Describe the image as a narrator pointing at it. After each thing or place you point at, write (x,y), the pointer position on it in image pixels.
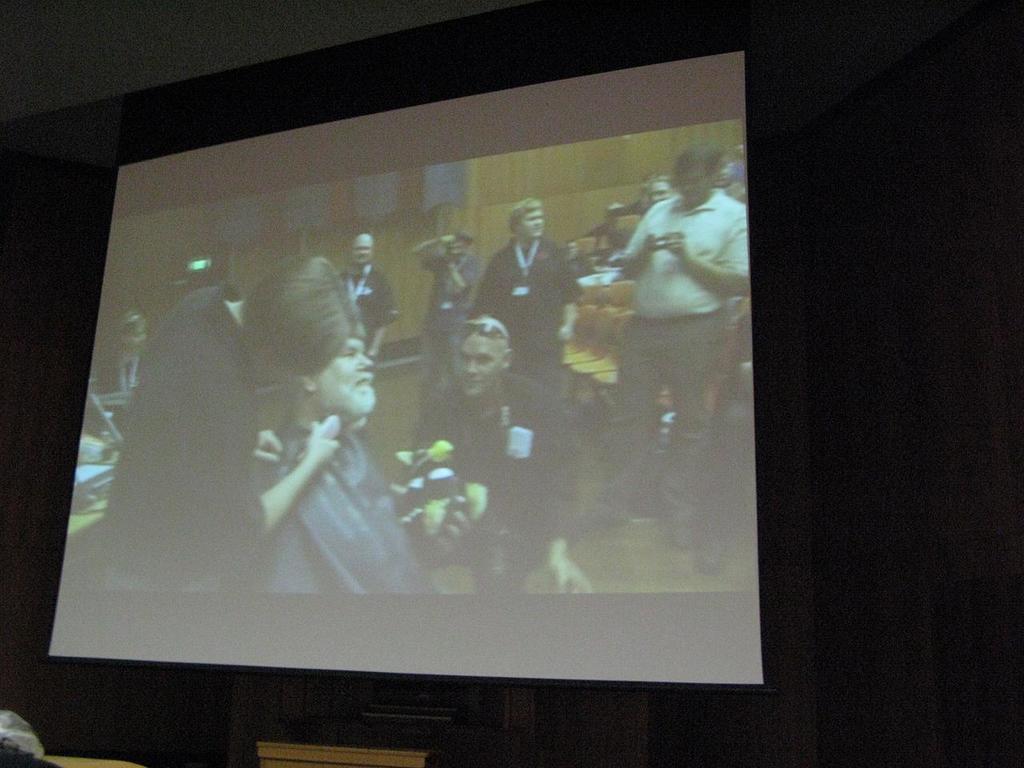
In this image I can see the screen (268,457). In the screen (217,503) there are the group of people (199,465) with different color dresses (438,297) and some people (365,308) with identification cards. And there is a black background (823,315).
